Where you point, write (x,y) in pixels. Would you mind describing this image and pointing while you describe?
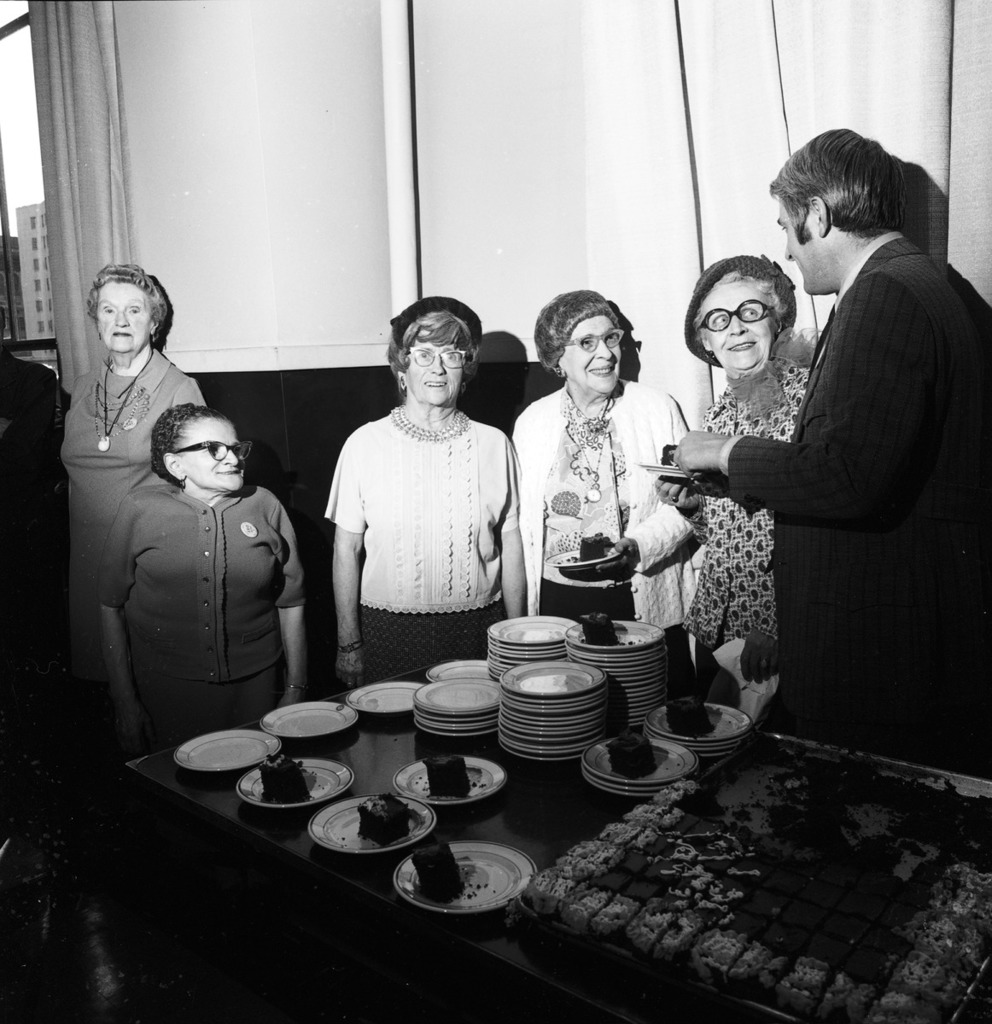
This picture is clicked inside the room (579,192). Here, we see many people (880,331) standing and laughing. In front of them, we see a table (551,799) on which many plates (569,639) and cake (850,1000) are placed. Behind them, we see a white wall (249,194) and curtain (112,214). This picture is in black and white.
